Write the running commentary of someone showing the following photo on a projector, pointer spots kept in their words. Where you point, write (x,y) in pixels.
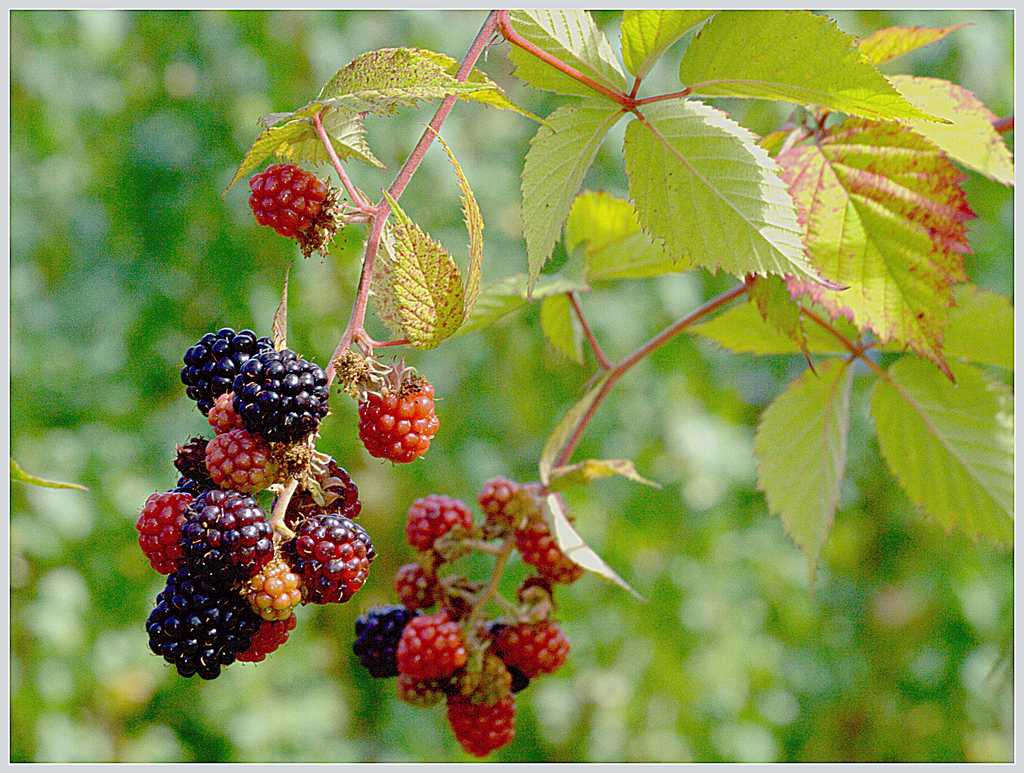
In this image in the foreground (247,420) there are some berries (519,663) which are hanging, and on the right side (835,364) there is a plant (241,174). In the background (819,631) there are some trees (741,596).
